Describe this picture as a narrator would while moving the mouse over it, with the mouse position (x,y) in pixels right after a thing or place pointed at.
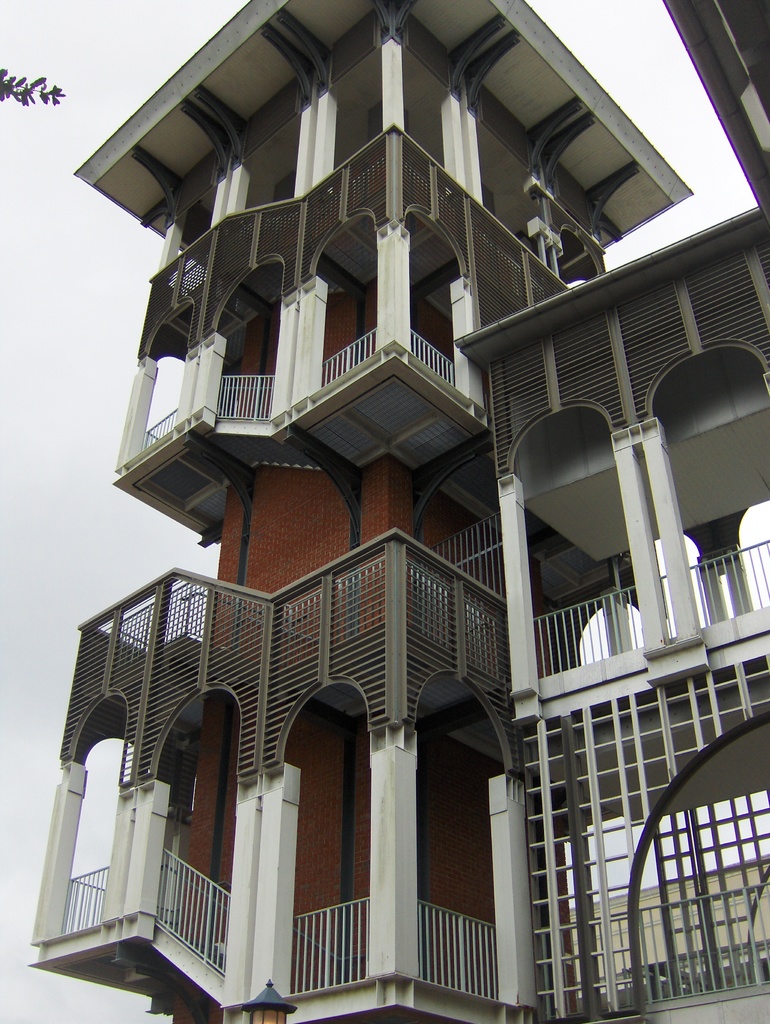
In this picture I can observe a building (442,391). This building (282,364) is in white and brown color. In the background (34,459) there is a sky (81,262).
